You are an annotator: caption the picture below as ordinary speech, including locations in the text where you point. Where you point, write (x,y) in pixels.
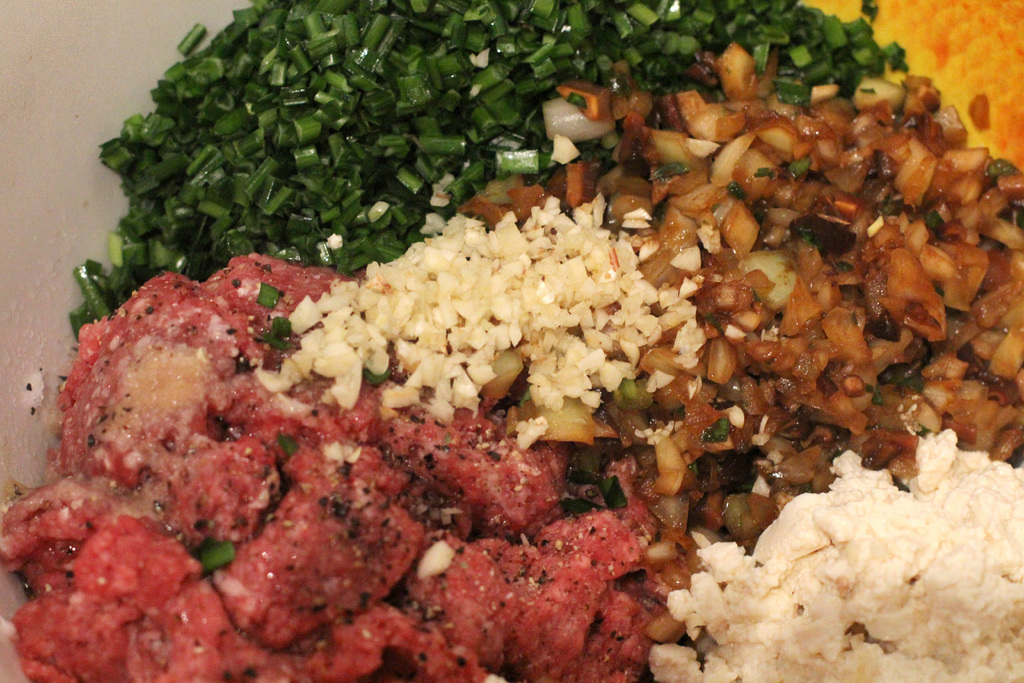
In this picture we can see a group of food items (312,363) on a platform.
